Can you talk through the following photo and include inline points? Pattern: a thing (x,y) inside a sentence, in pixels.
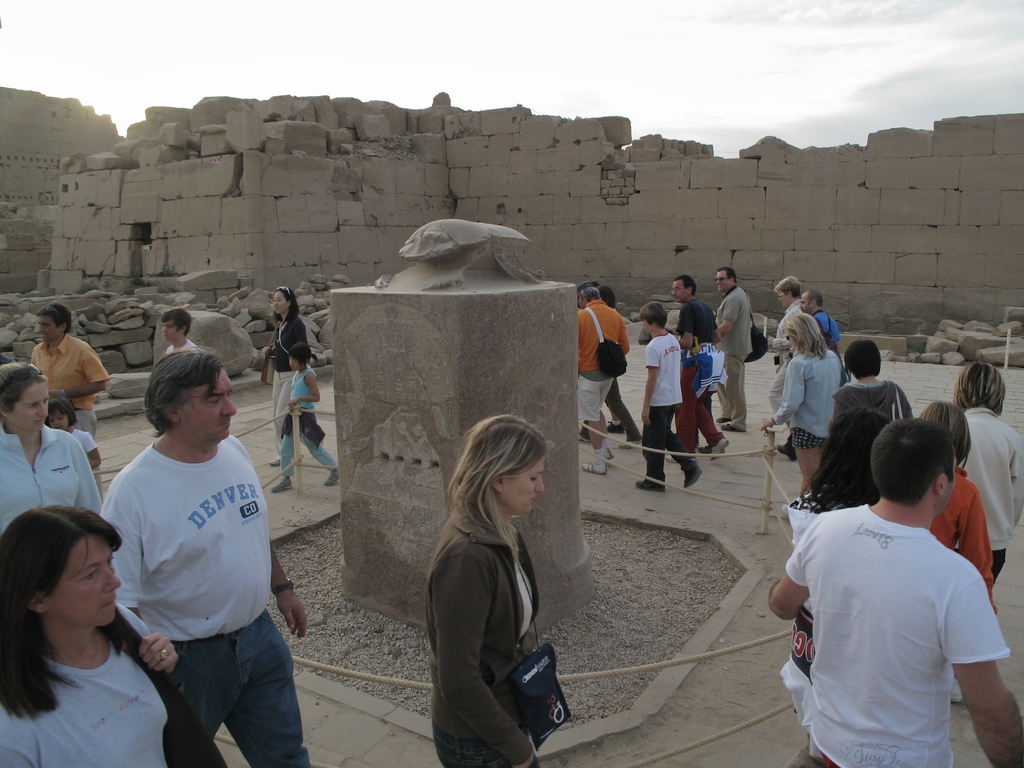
In this image we can see many people (689,482). There is a sculpture (444,256) on a pedestal (428,316). Also there are poles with ropes (685,657). In the back (290,216) there are stones (253,206). In the background (820,64) there is sky (555,101) with clouds (809,75).
